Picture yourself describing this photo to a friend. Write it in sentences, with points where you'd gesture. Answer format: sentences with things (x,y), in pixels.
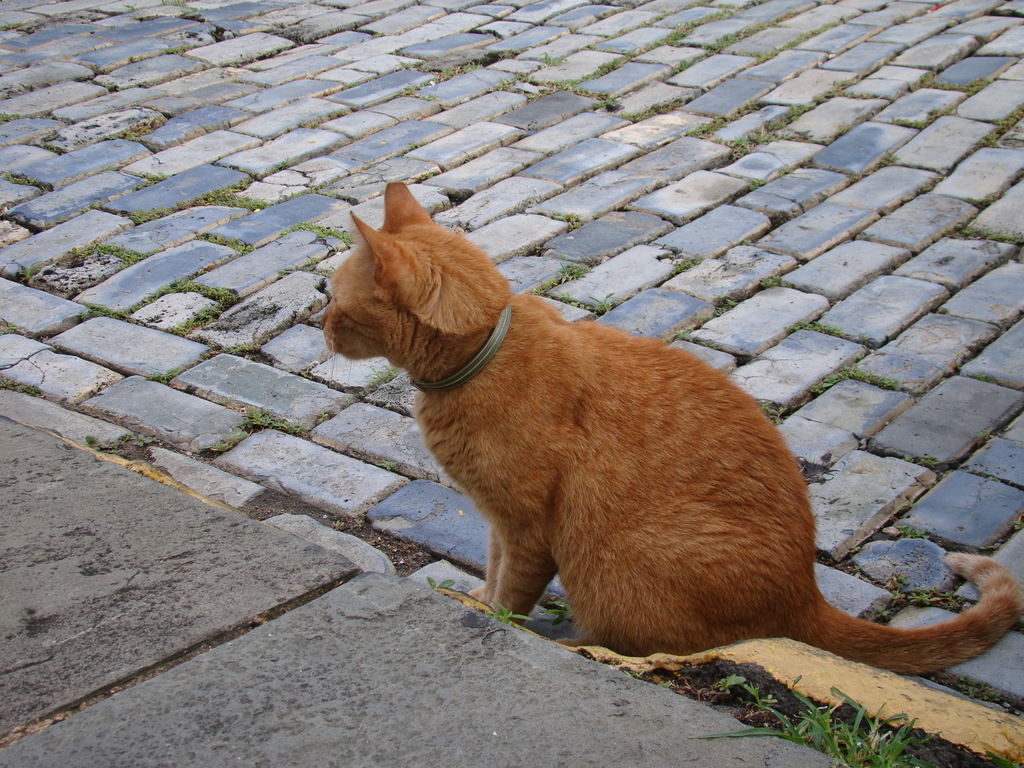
In the picture I can see a cat (506,549) which is brown in color is on ground (418,457) which also has collar (475,356) and I can see some cobblestones (378,223).
